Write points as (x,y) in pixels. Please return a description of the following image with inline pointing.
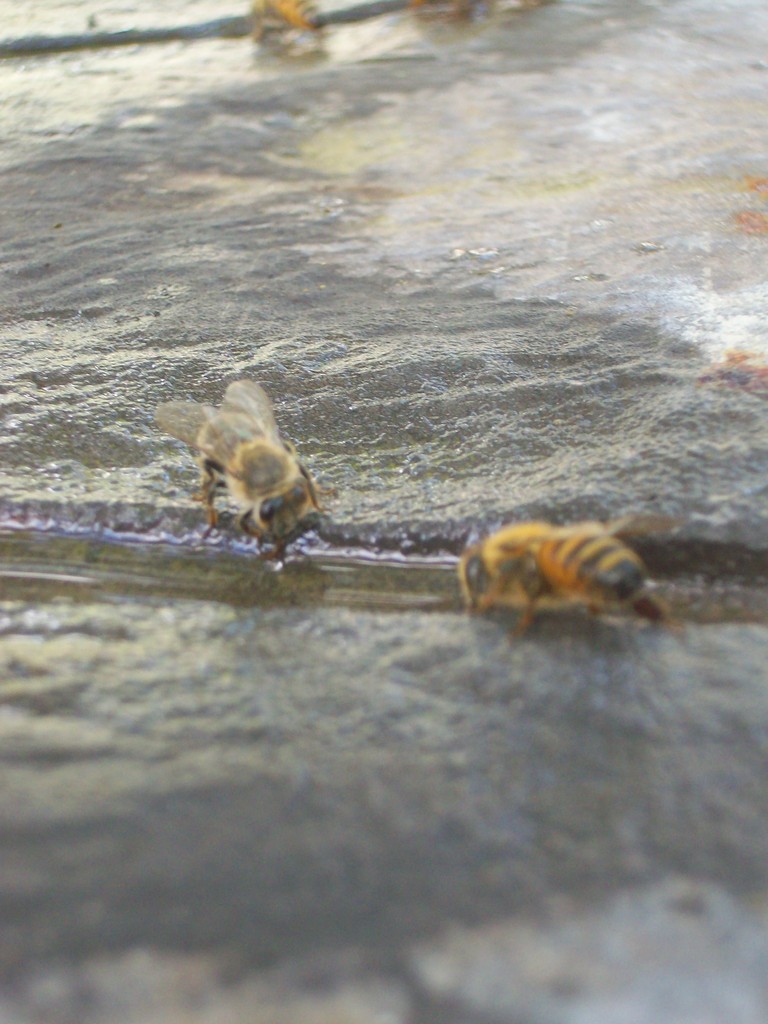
In this image I can see two bees (272,470) on the floor (433,795).
